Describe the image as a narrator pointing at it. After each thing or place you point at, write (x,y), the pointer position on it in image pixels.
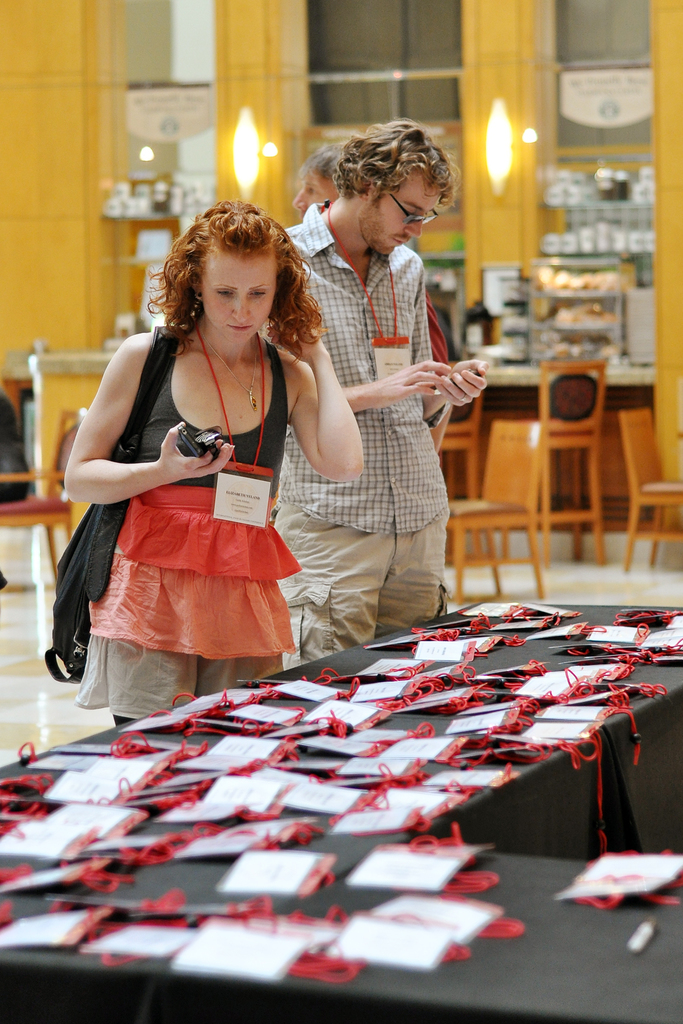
In this picture there is a man (349,301) and operating his phone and there is a woman (166,675) staring at the table (150,883) which has same object (352,818) placed on it and in the background (613,359) has some chairs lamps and some stuff (472,333) in the Shelf (120,237).
